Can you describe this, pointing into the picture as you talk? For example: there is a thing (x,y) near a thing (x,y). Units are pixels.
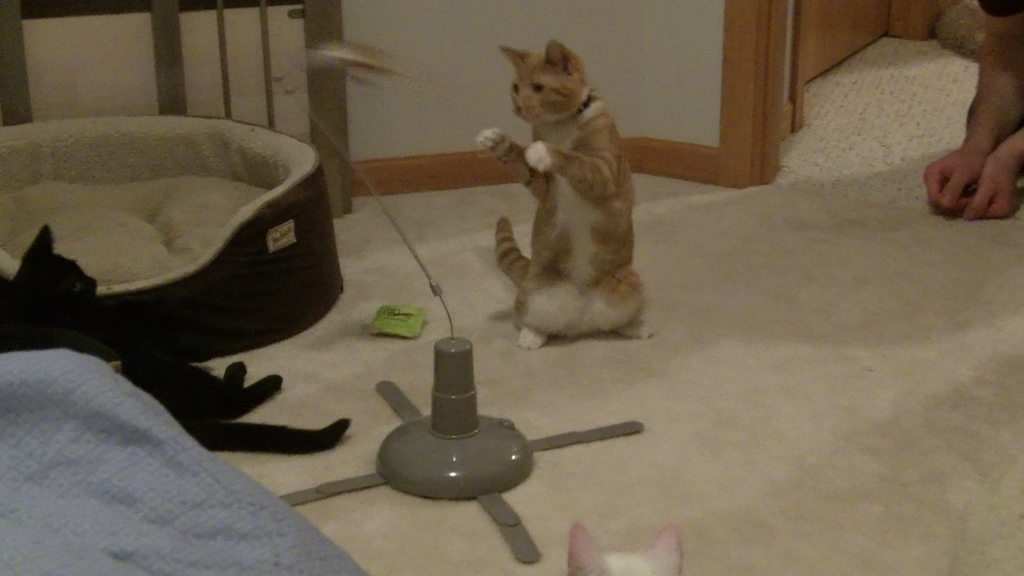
In this image there are three cats (227,421), there are objects (466,362) on the mat (763,342), there are objects (95,178) truncated towards the left of the image (89,224), there is a wall (626,39) truncated towards the top of the image (748,39), there is a person (981,84) truncated towards the right of the image (957,173).
